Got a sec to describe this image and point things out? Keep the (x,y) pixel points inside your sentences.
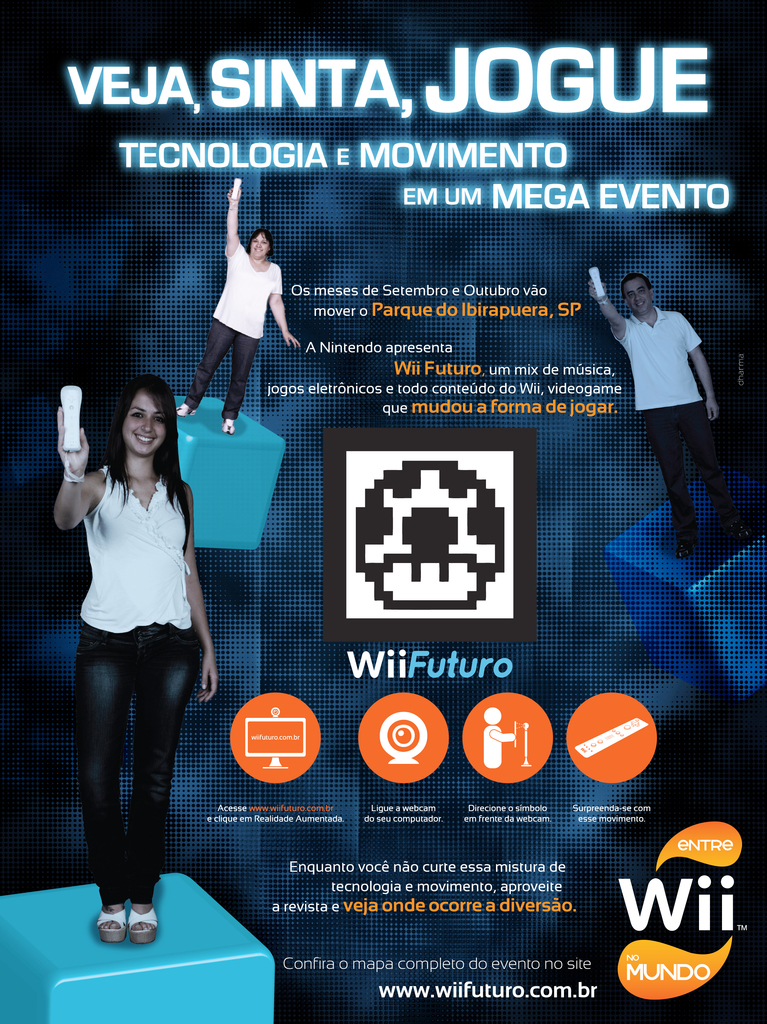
In this image I can see a pamphlet (503,593), in the pamphlet (219,636) I can see three persons (160,670). The person (147,636) in front (118,603) wearing white shirt (125,596), black color pant (166,767) and holding some object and I can see something written on the pamphlet (389,719).
